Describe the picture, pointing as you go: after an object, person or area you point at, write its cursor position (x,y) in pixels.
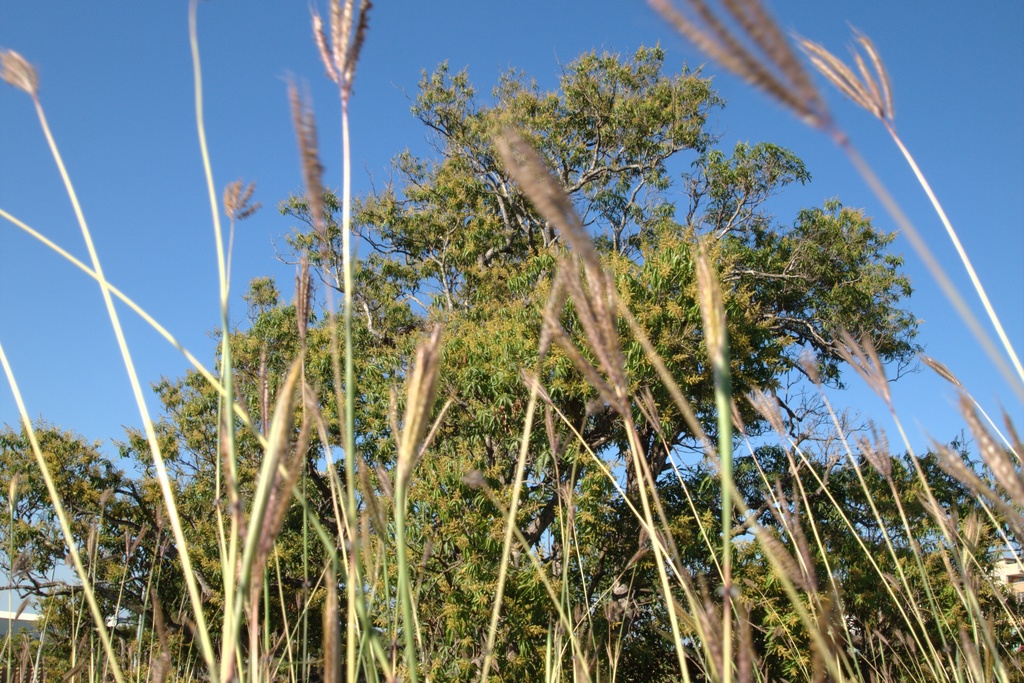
In this image, I can see the grass (243,559) and trees (356,367). In the background (187,232), there is the sky (149,115).
